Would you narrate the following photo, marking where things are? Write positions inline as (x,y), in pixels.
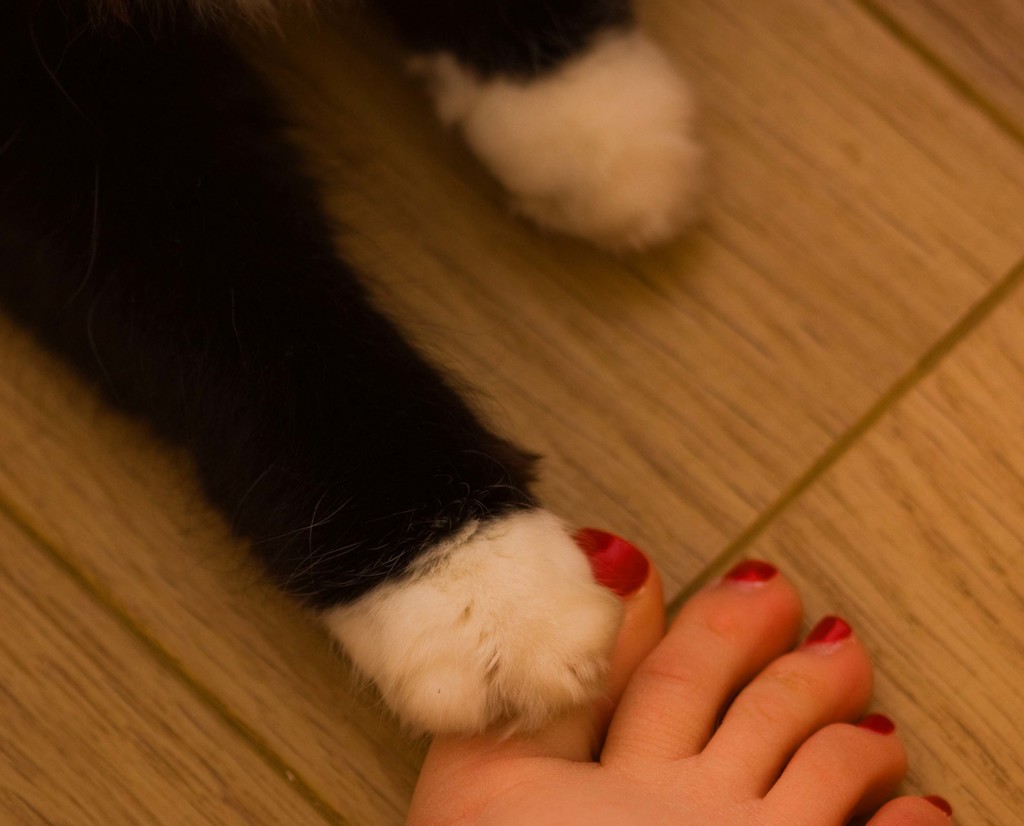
In this image at the bottom (577,717) there is one person's leg (608,731) is visible and also there is an animal legs (350,374) are visible, and in the background (780,320) there is floor (628,457).
